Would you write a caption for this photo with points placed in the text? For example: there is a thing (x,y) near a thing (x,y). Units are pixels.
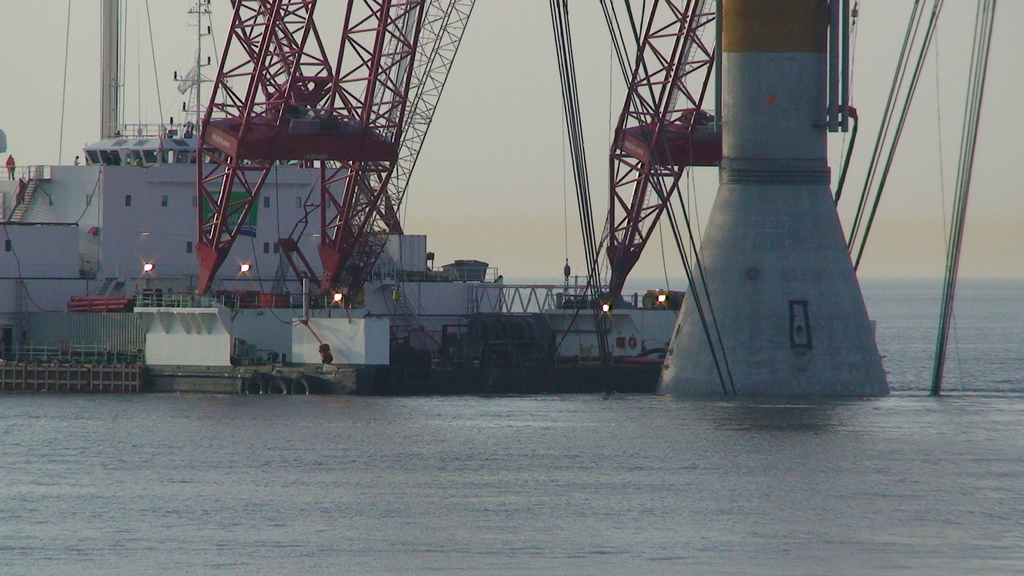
In this image I can see the ship (261,311) and the cranes (577,154) on the water (315,399). To the side I can see the pillar (784,39) in the water (707,413). In the background (852,5) I can see the sky (857,85).
